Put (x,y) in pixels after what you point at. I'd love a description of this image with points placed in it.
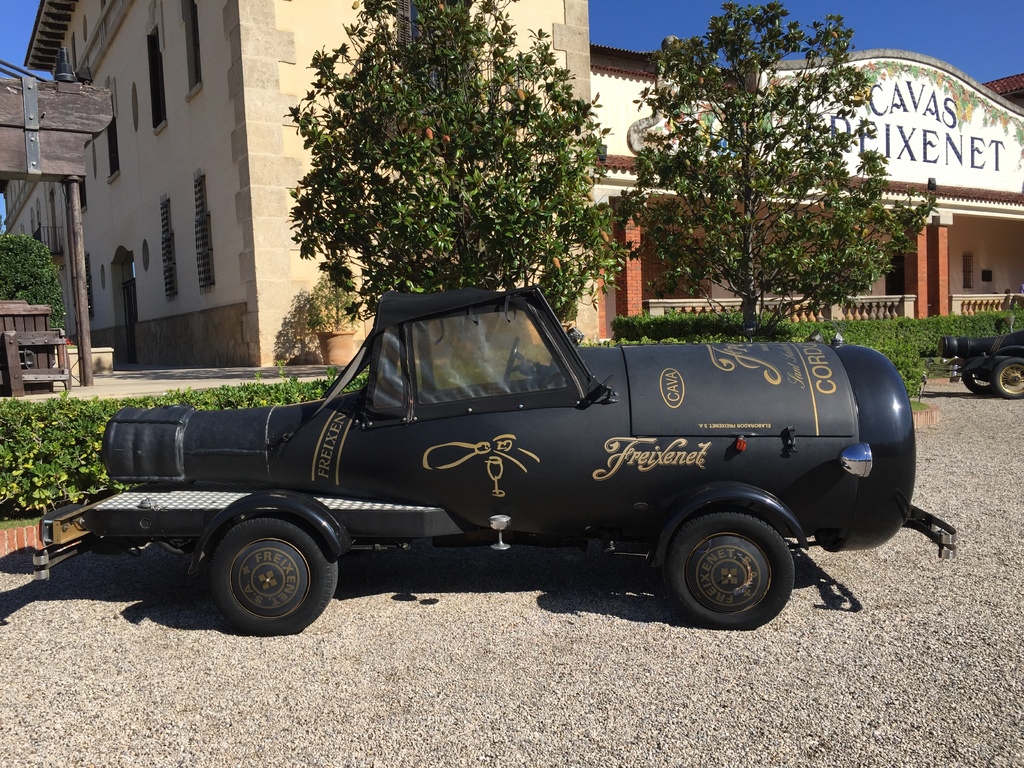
In this image in the front (616,458) there is a car (513,474) which is black in colour with some text (684,459) written on it. In the center (596,343) there are plants (171,396) and there are trees (478,219). In the background (915,184) there are buildings (291,175) and there are plants (19,276) and on the building (938,141) which is on the right side (918,147) there is some text (919,137) written on it.
